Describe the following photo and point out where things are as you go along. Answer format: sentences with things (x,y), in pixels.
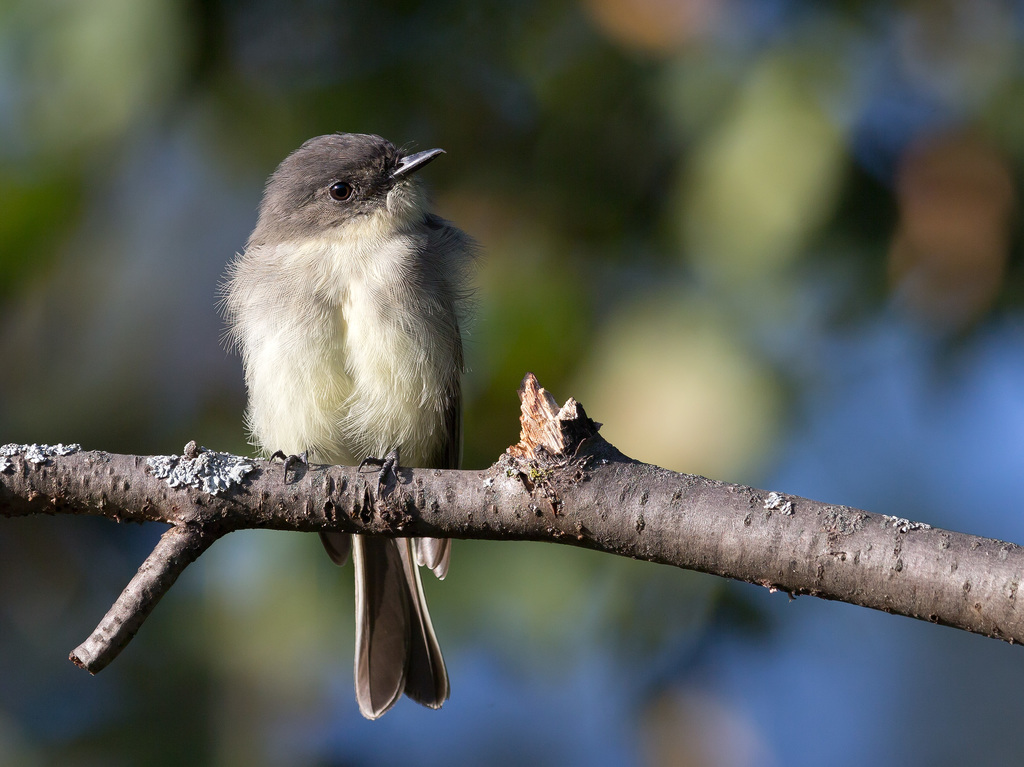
In this image I see a bird (275,220), which is of white and grey in color and it is on a branch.
